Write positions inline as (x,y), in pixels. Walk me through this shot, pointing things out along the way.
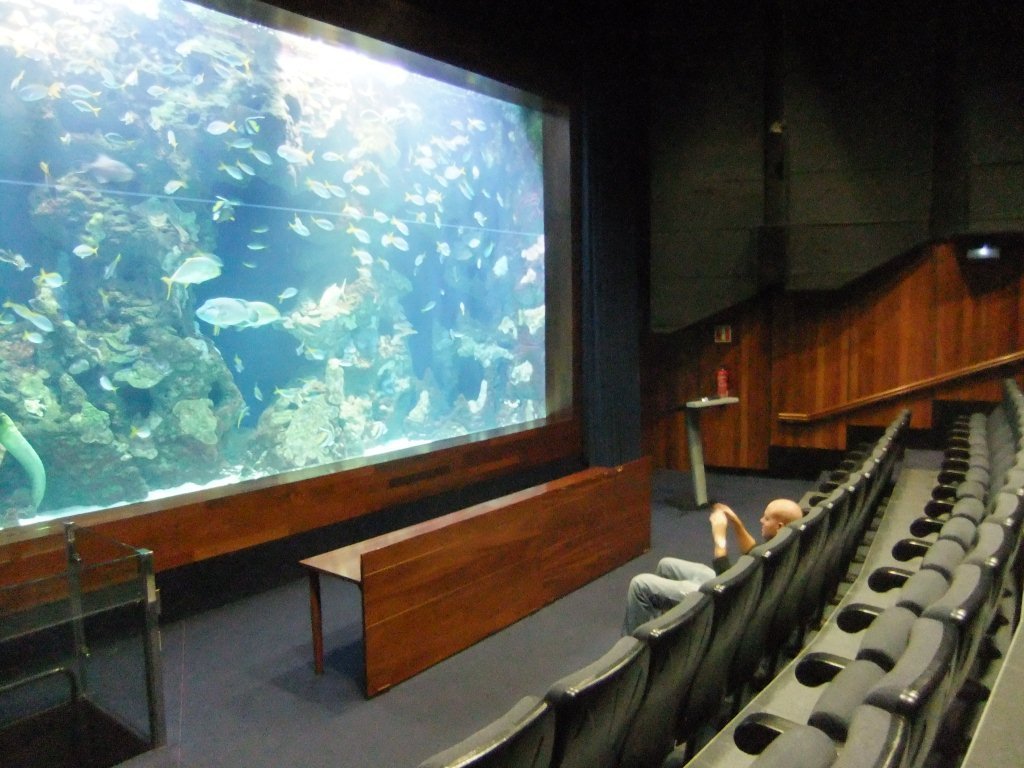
In this image we can see fishes (213,261) on the screen (131,252), here is the wooden table (404,549), in front (746,572) here a man (760,539) is sitting on the chair (743,598), here is the wall (782,182).
